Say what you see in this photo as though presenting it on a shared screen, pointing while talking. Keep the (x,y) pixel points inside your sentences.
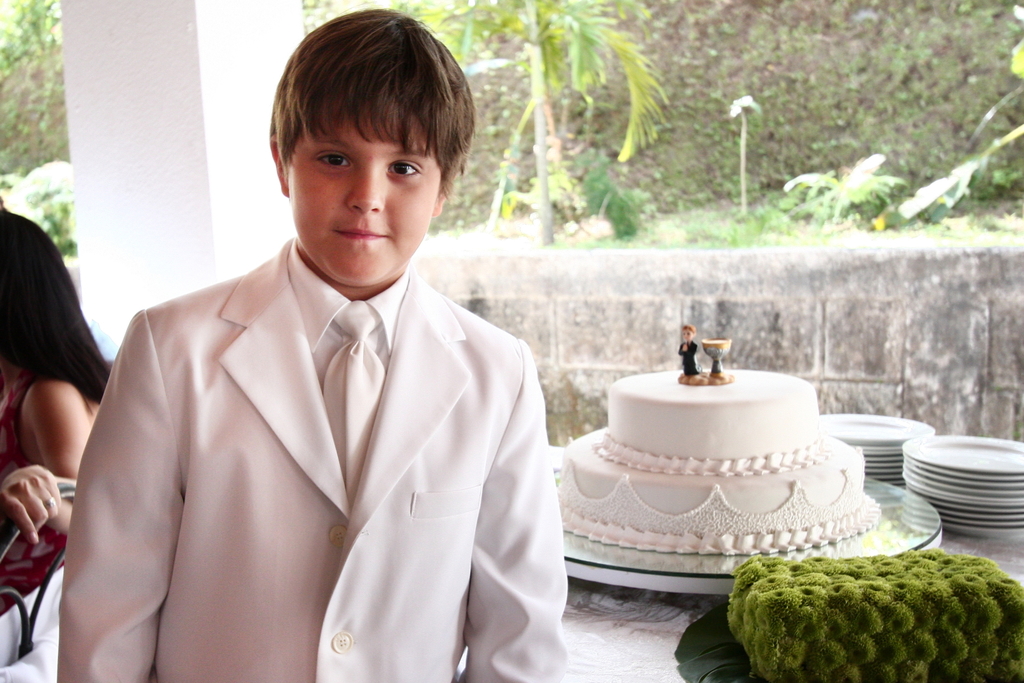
In this image in the foreground (384,405) there is one boy (346,492) who is standing and beside him there is one cake (753,492) and some plates (944,497) and some plants (782,622). On the left side (81,424) there is one girl (39,478) who is sitting, and in the background (187,92) there is a pillar (187,92) trees (596,186) and a wall (594,340).
